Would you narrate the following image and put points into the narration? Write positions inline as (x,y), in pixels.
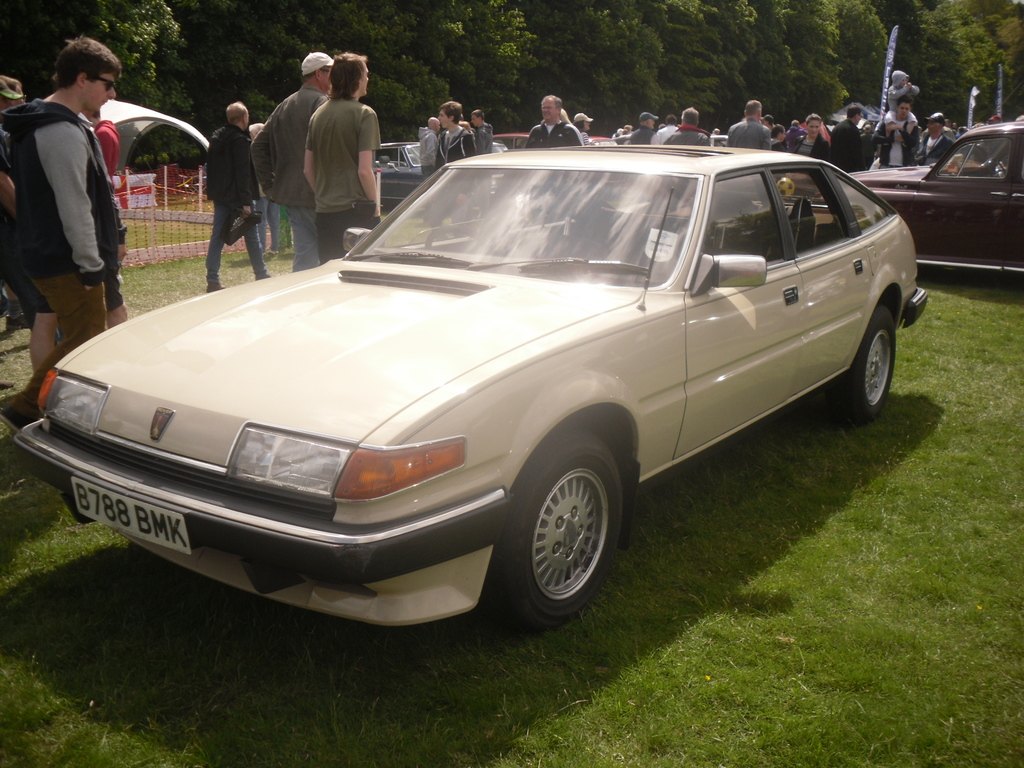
In the image I can see a place (491,558) where we have some people (312,228) and cars (517,498) on the grass (21,695) and also I can see some trees (724,9) and plants (237,68).
